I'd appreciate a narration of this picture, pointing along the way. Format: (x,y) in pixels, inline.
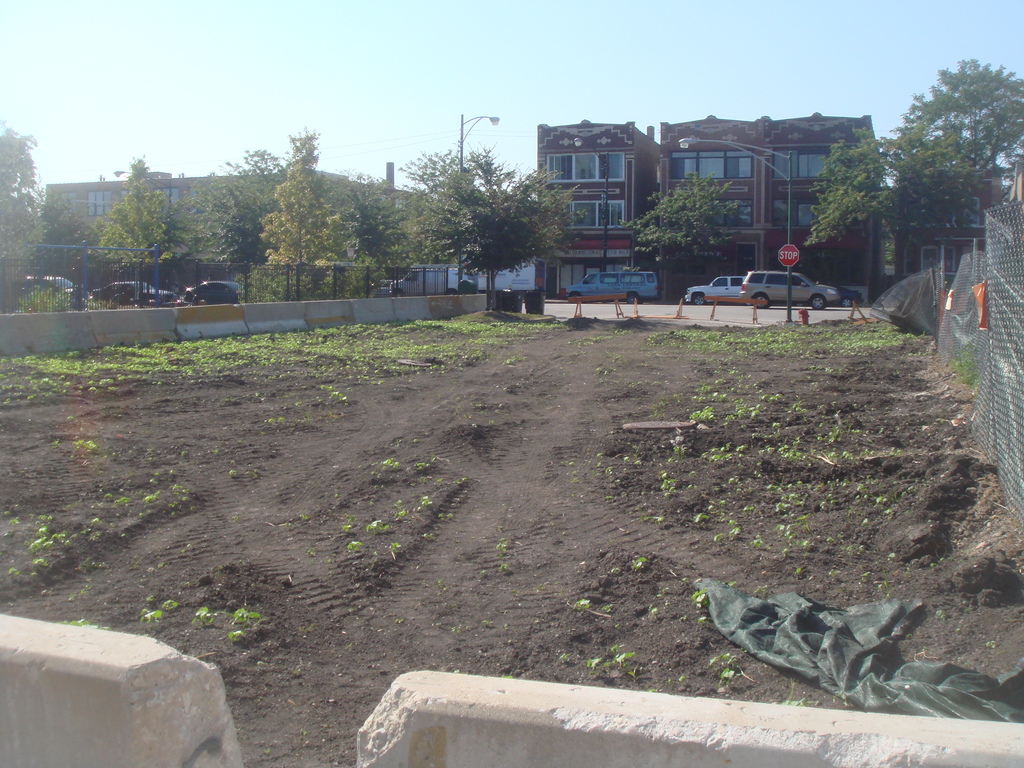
In this picture I can see buildings (981,236), trees (312,257) and few cars (698,297) parked and I can see a sign board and I can see metal fence (1000,356) on the right side (1011,345) and I can see a cloth (762,620) on the ground (860,424) and a pole light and I can see a blue sky (432,99).
